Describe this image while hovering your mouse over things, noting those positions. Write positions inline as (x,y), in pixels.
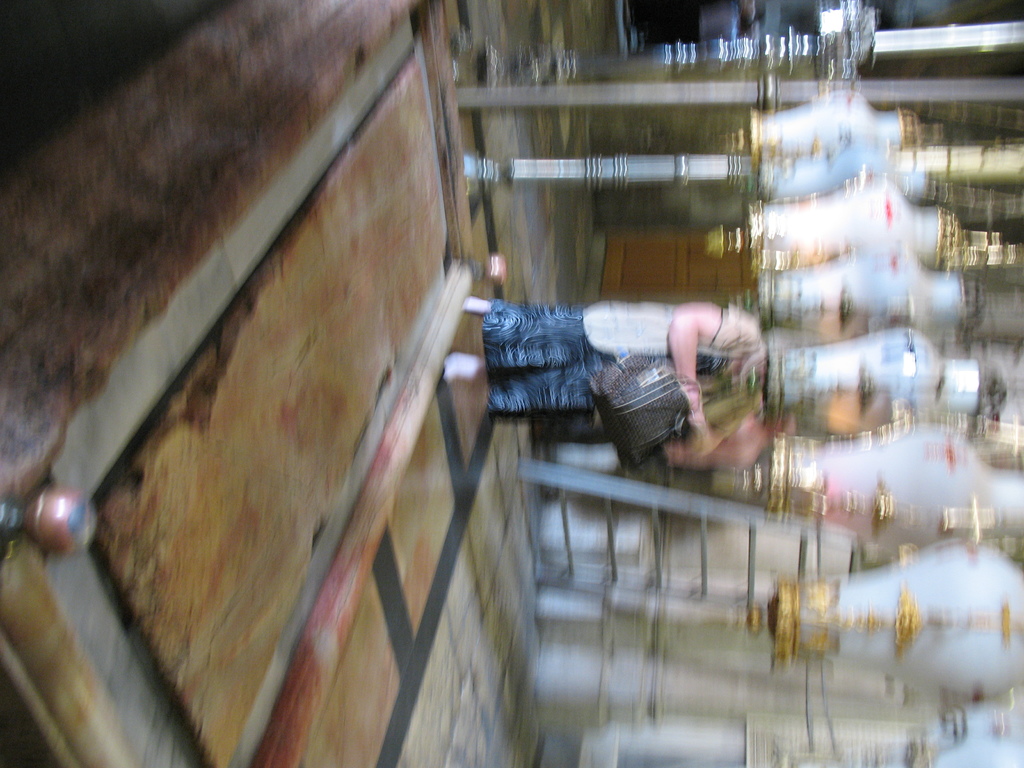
The image is blurred. We can see a person (509,358) standing. On the right side (872,253) there are some white color objects (877,283).
